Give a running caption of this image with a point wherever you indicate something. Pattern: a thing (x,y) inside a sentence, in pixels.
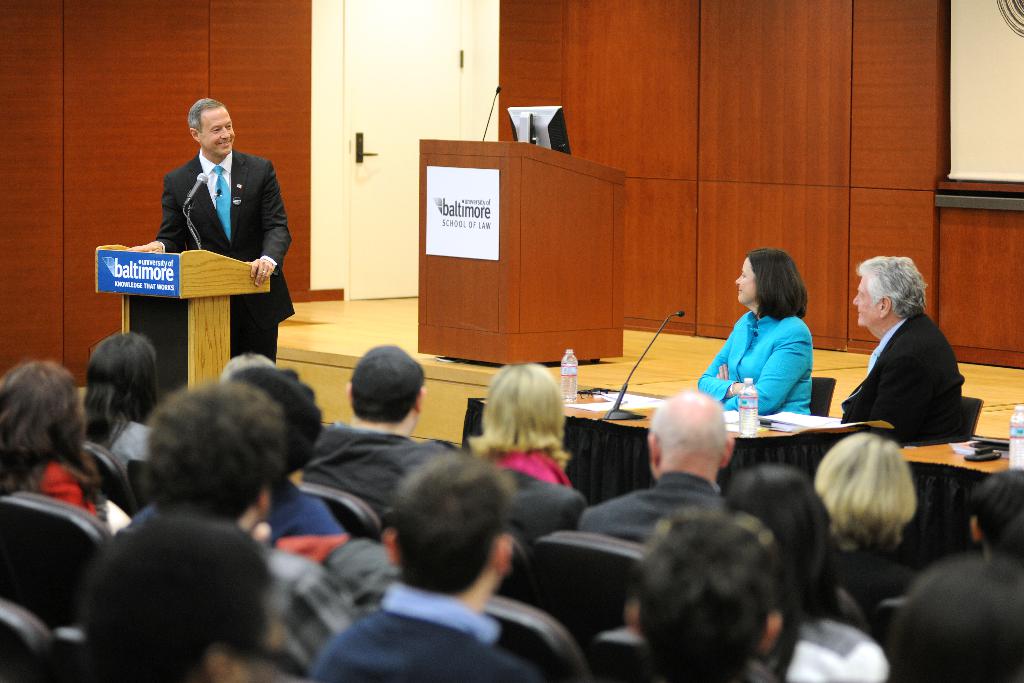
In this a group of people (245,561) is sitting and listening a person (240,187). A man (253,257) is addressing a group of people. There is a podium (565,242) on the stage (298,351).
